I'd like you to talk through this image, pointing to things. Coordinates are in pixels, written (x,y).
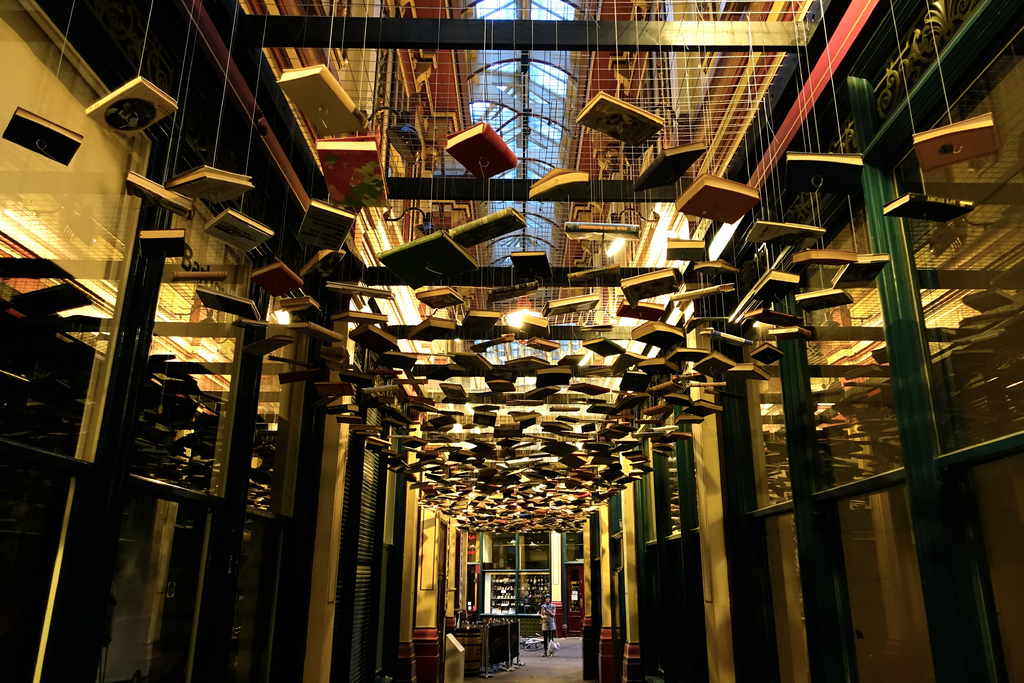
These are the books (365,328), which are tied to the thread (450,53) and are hanging to the roof (522,38). I think these are the glass windows (894,418). Here is a person (553,629) standing. I think these are the chairs (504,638). I can see the doors (366,537).
